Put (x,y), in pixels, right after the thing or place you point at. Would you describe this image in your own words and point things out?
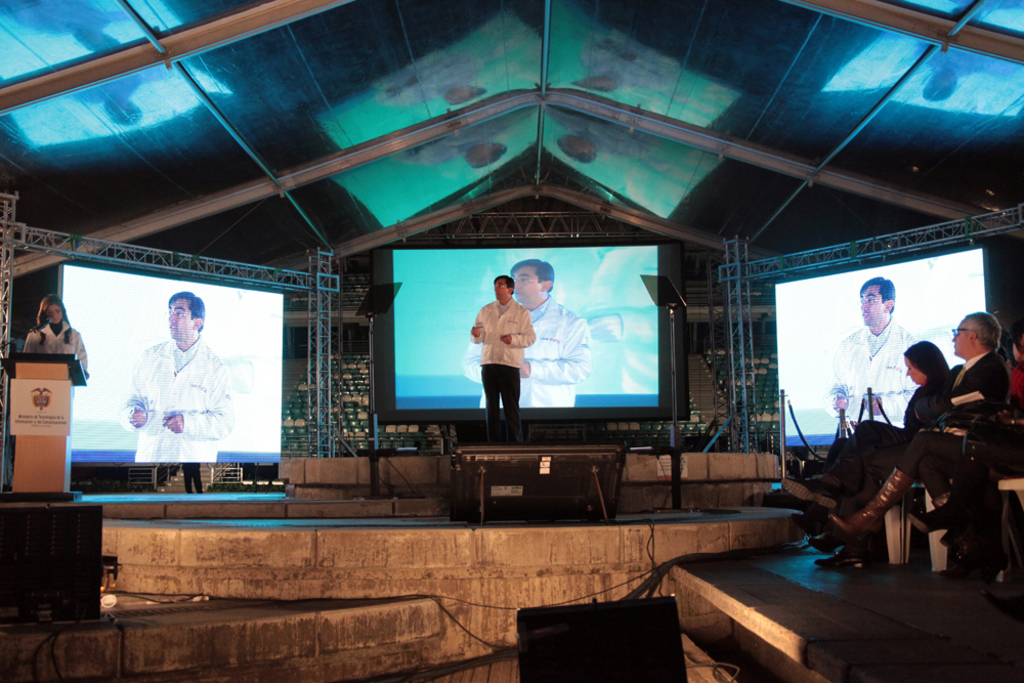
In this image I can see people (975,448) sitting on the right (974,447). A person (500,334) is standing in the center (511,299). A person (50,346) is standing on the left (46,362) and there is a podium (65,376) in front of her. There are 3 display screens (571,398) at the back (196,395). There is roof (626,128) at the top (495,160).
